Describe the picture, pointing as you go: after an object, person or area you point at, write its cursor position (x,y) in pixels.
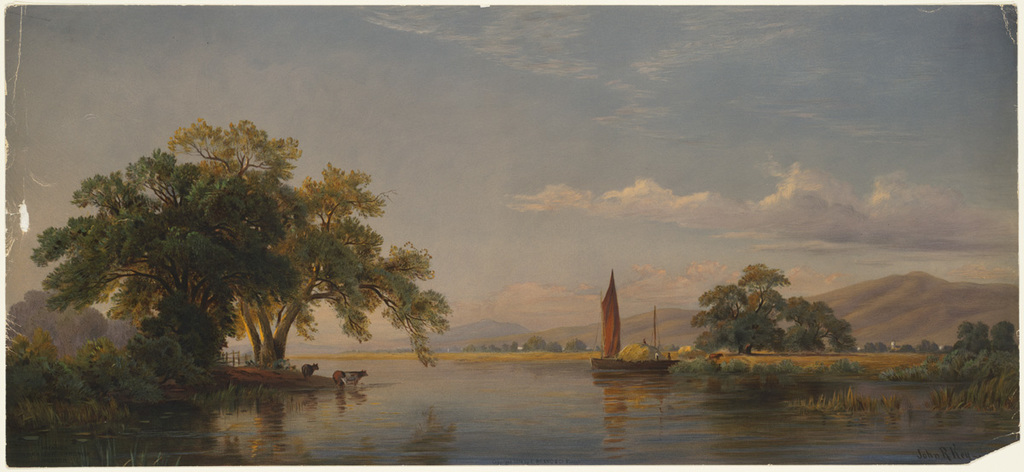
In the picture I can see water (637,381) and there are trees (81,331) and plants (87,377) on either sides of it and there are mountains (684,310) in the background (678,333) and the sky (605,247) is a bit cloudy.
